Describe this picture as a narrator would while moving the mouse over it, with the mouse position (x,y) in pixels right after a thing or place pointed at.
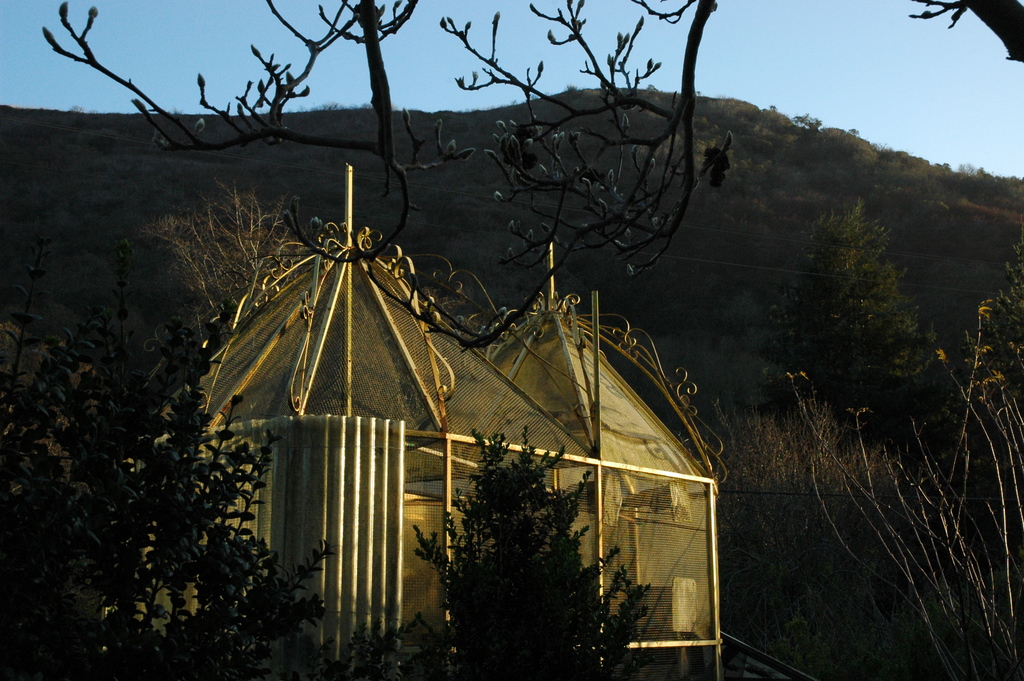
In this picture I can see the shed (666,532) which is placed near to the grass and plants (813,508). In the background (966,237) I can see many trees (737,180) on the mountain (970,218). At the top (914,88) I can see the sky (330,86).
